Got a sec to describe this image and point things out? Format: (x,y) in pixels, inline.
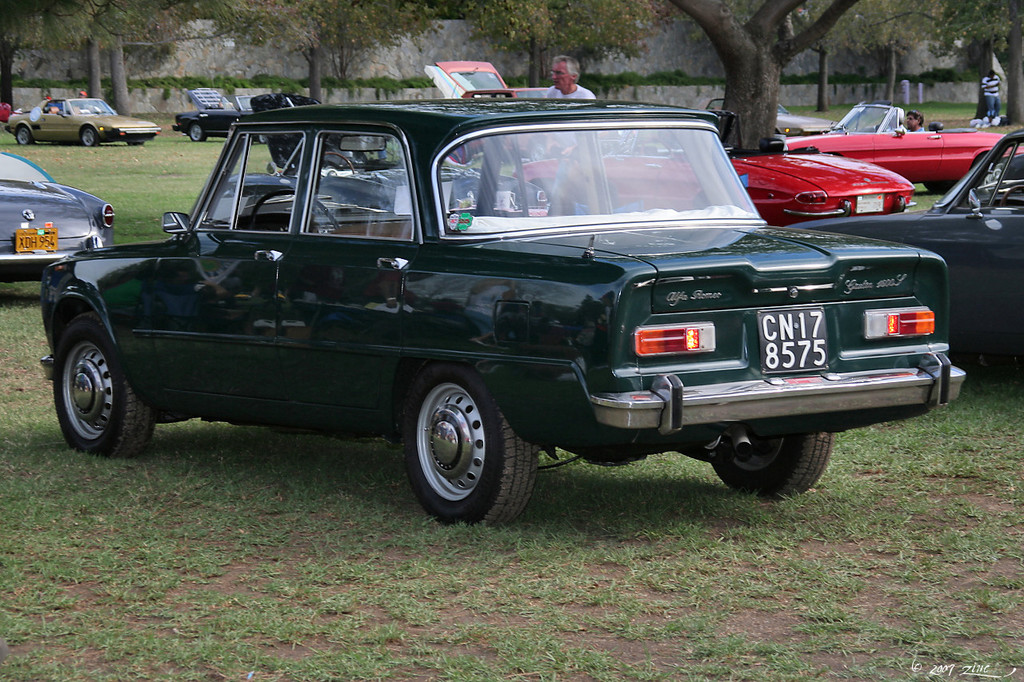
In this image we can see motor vehicles (472,364) on the ground (352,443) and persons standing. In the background (542,31) there are creepers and trees (430,22).
